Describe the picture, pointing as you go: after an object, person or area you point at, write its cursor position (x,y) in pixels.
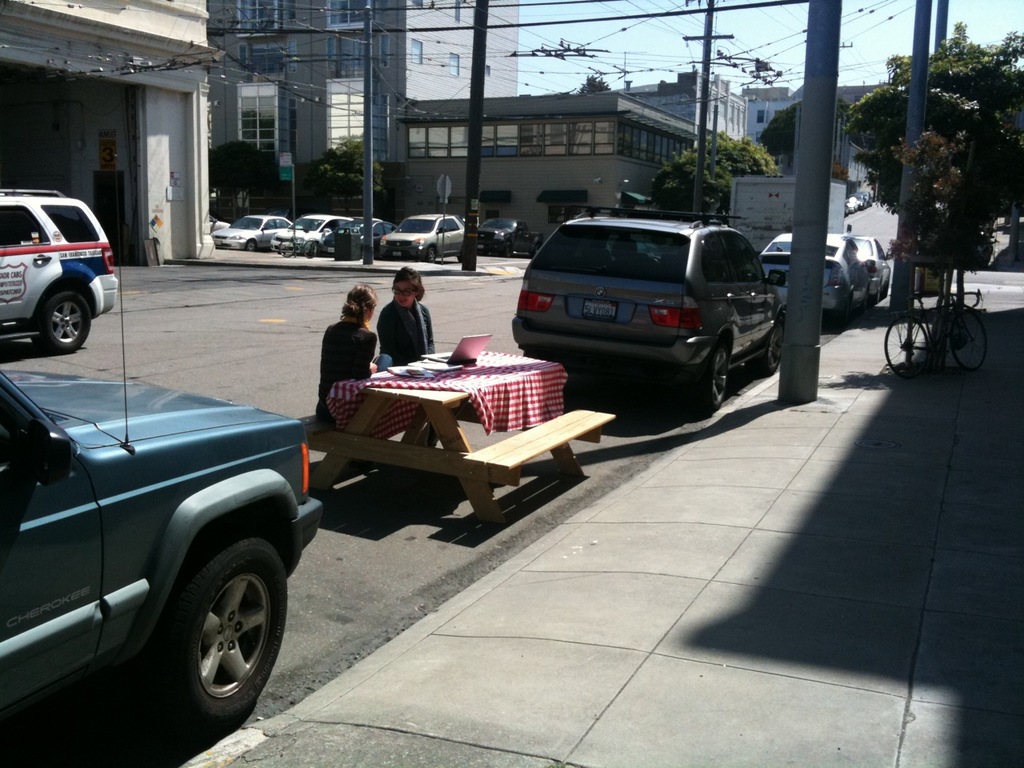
Here we can see a two woman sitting on a wooden chair (422,454) and having a conversation. Here we can see a cars (325,246) parked on a parking space (418,261). Here we can see a building (274,120), an electric pole (700,208), a tree (904,122) and a bicycle (885,330) on the right side (970,240).
